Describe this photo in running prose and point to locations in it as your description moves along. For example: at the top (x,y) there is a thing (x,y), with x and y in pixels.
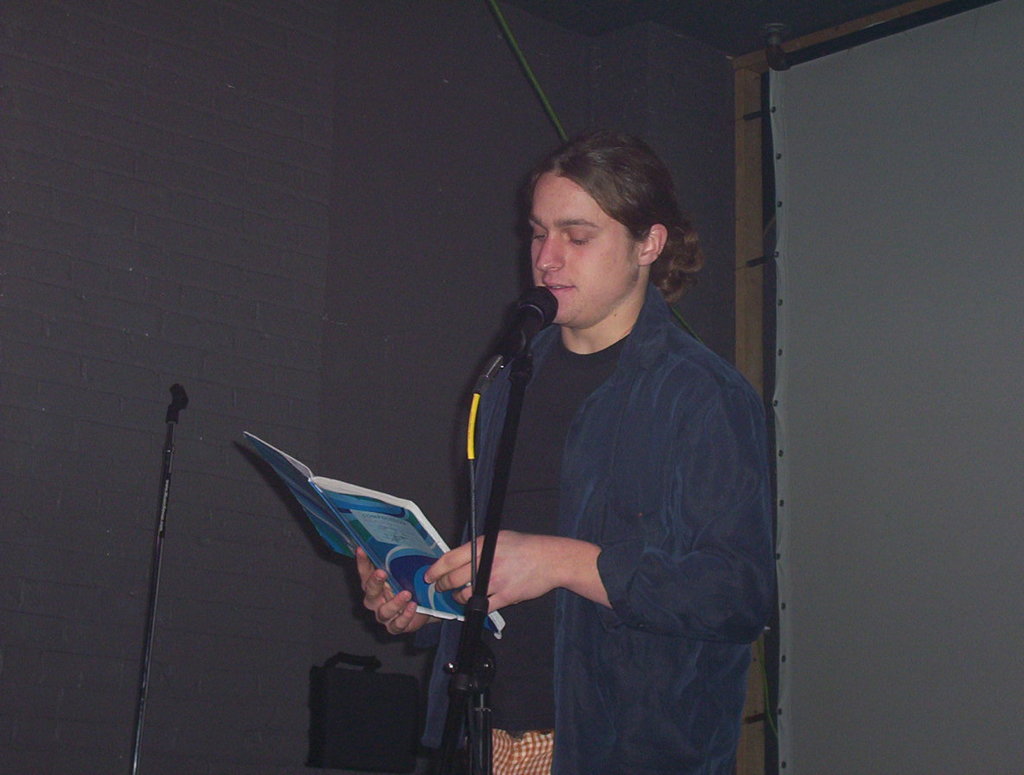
This picture is clicked inside the room (361,238). In the center (479,500) we can see a person (628,636) holding a book (378,500) and standing, and we can see the microphone (523,330) is attached to the metal stand (490,498). In the background (248,321) we can see the wall (370,145) and some other items (381,690).
